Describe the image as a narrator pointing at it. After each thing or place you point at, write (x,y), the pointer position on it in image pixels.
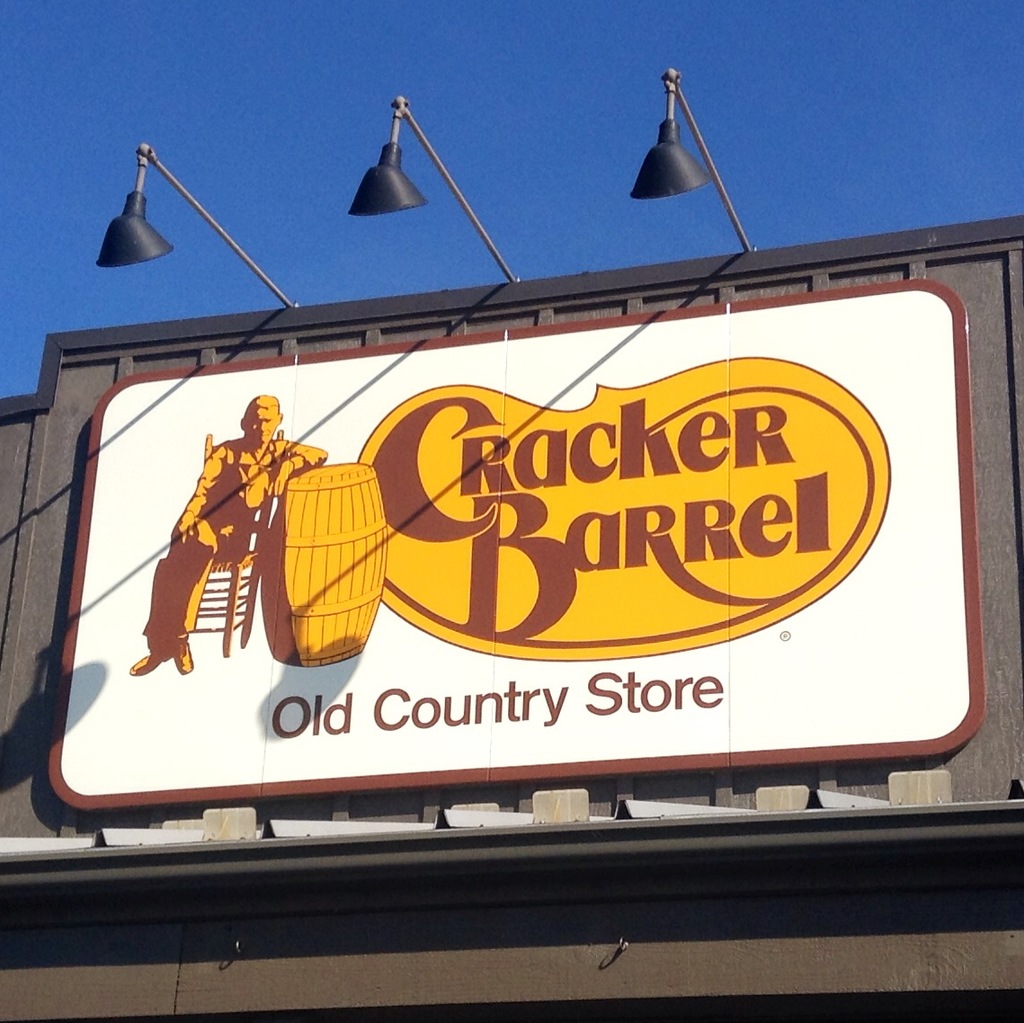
In this picture, we can see the wall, poster (356,565) with some text (486,486) and some images (318,505) on it, we can see poles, lights (118,217), and the sky (803,208).
